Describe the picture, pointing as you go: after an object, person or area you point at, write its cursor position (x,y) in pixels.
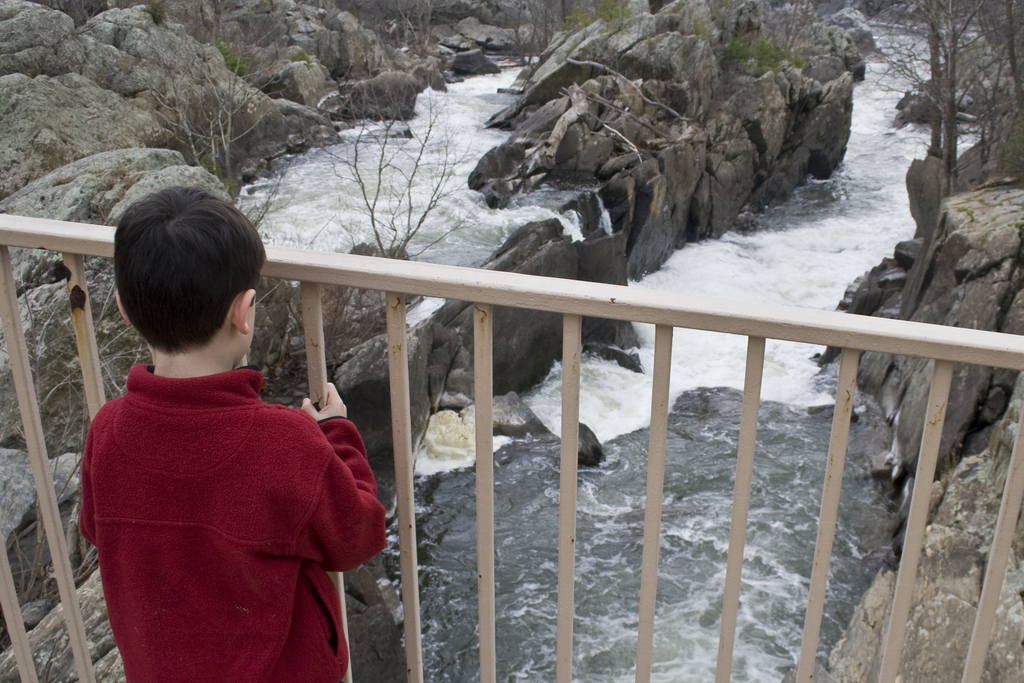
In this image I can see a boy (202,376) wearing a maroon color t-shirt (209,483) and standing in front of the fence (1017,455) and at the top (828,155) I can see the hill (341,92) and tree (189,113) and water river (760,241).
